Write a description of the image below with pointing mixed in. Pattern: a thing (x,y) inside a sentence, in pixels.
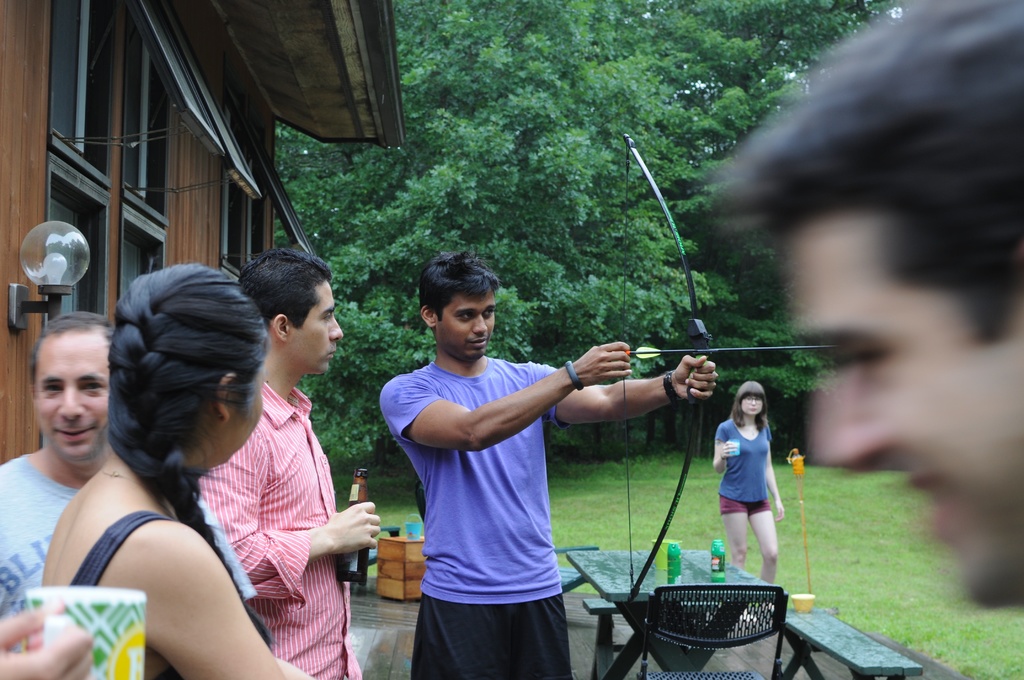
In this image we can see a group of people (300,334) standing. In that some are holding a bottle (345,571), cups (136,676) and an arrow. We can also see a chair (663,616), some objects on a table (594,566), some grass (800,591), a house (180,214) with windows (139,153) and a street bulb (26,249) and a group of trees (512,264).
